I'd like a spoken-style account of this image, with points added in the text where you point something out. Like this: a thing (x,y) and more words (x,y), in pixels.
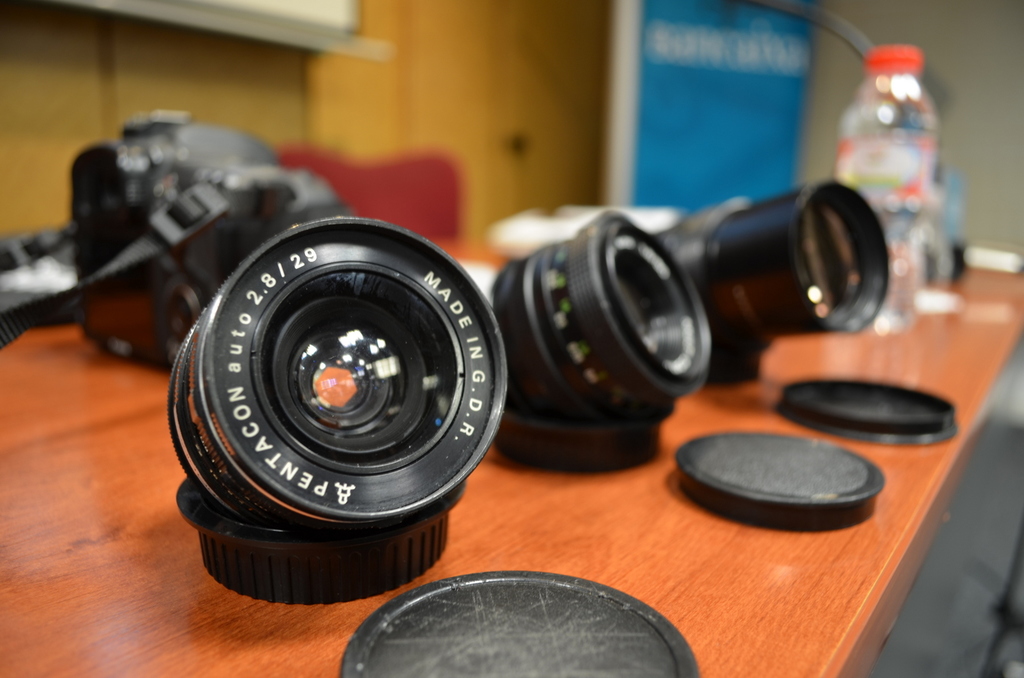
This image consists of a camera (104,219) and camera lens (549,272) kept on a table (66,603) along with the caps (849,475). The table (774,646) is made up of wood (858,635). In the background (871,198), we can see a water bottle (842,131). On the left (40,113), there is a wall (589,90). At the bottom (945,594), there is a floor (950,603).
